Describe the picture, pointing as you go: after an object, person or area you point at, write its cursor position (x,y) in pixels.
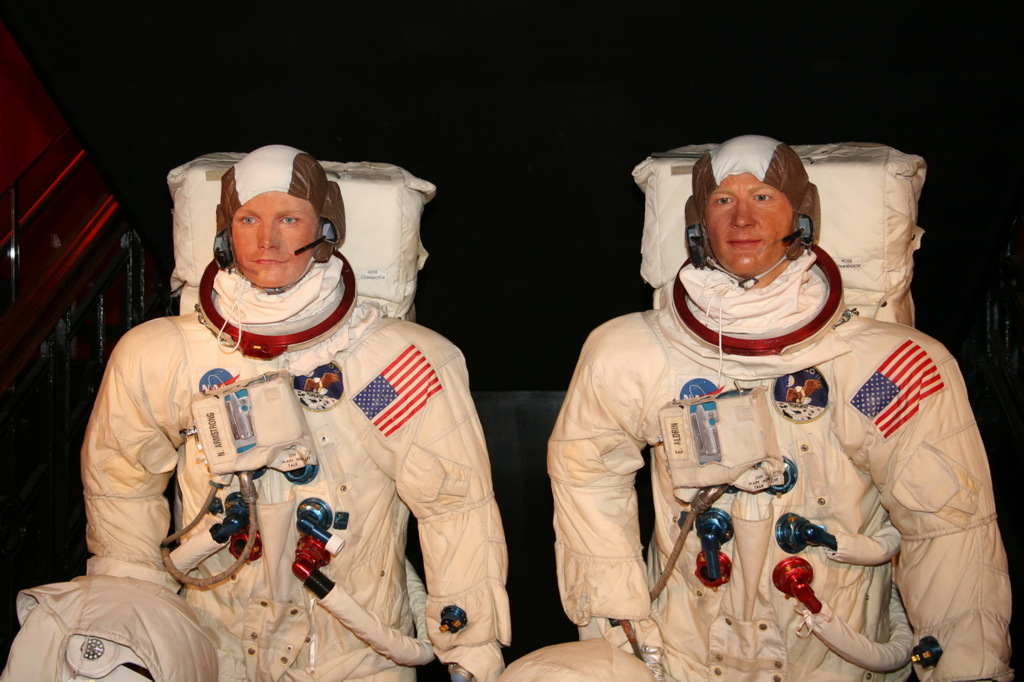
In the picture we can see two space men (747,637) with space equipment (129,583) and behind them we can see dark.
